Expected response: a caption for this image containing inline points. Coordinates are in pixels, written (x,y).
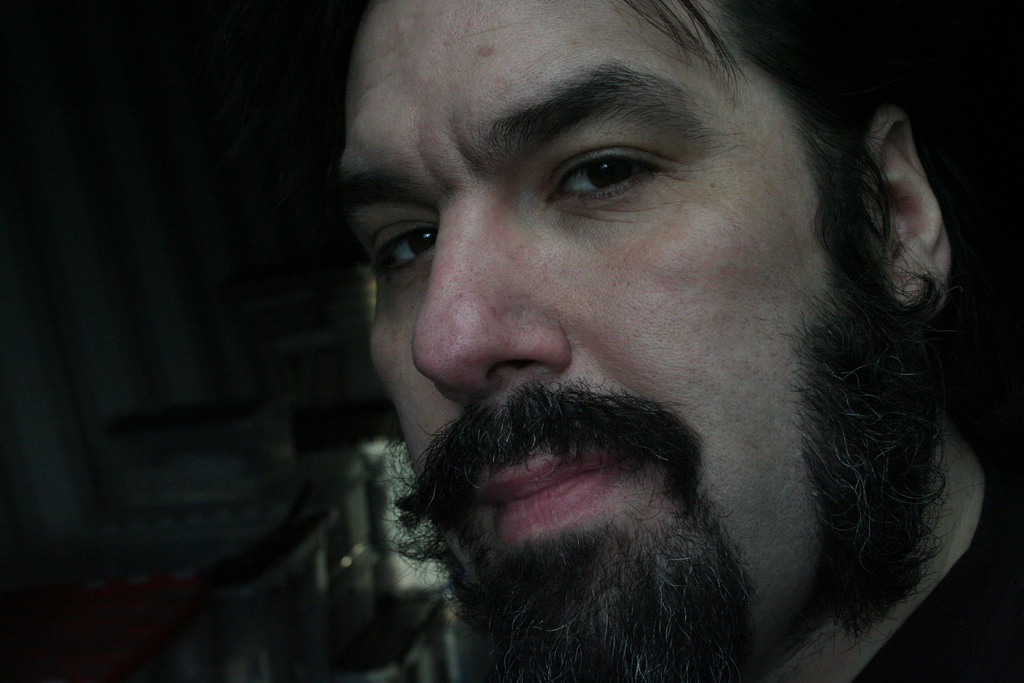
In this image in the front (692,438) there is the face (678,364) of the man (631,376). In the background (212,479) there are objects (229,481) which are white in colour and black in colour.
